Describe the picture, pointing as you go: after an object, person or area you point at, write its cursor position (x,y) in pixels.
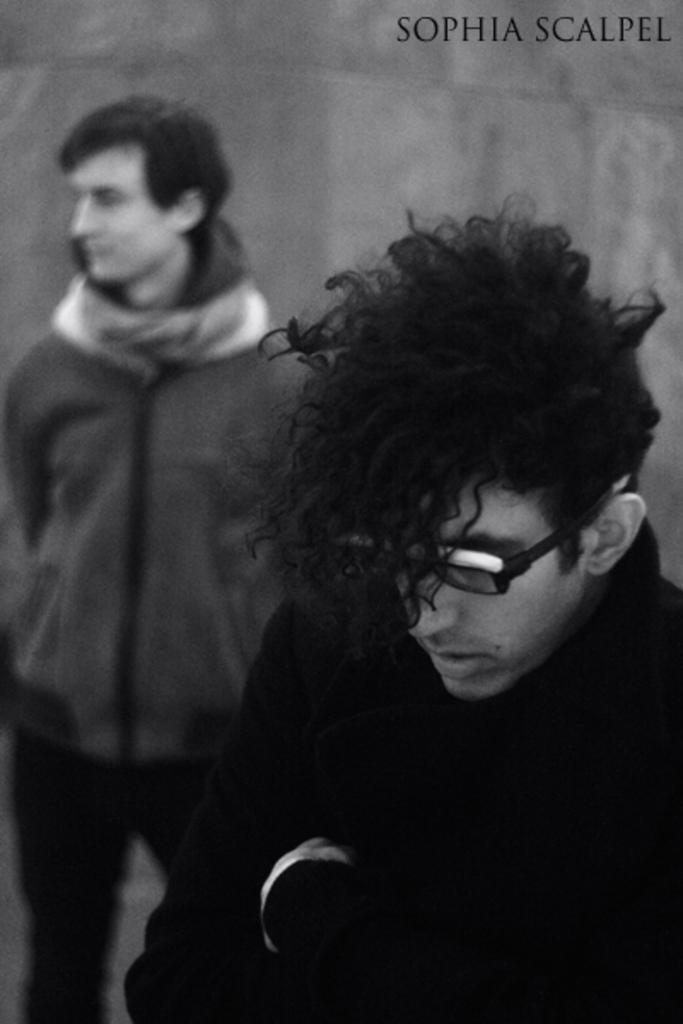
It looks like a black and white picture, we can see there are two men (232,687) standing. Behind the men (170,398) there is the blurred background (367,24). On the image there is a watermark (531,36).
